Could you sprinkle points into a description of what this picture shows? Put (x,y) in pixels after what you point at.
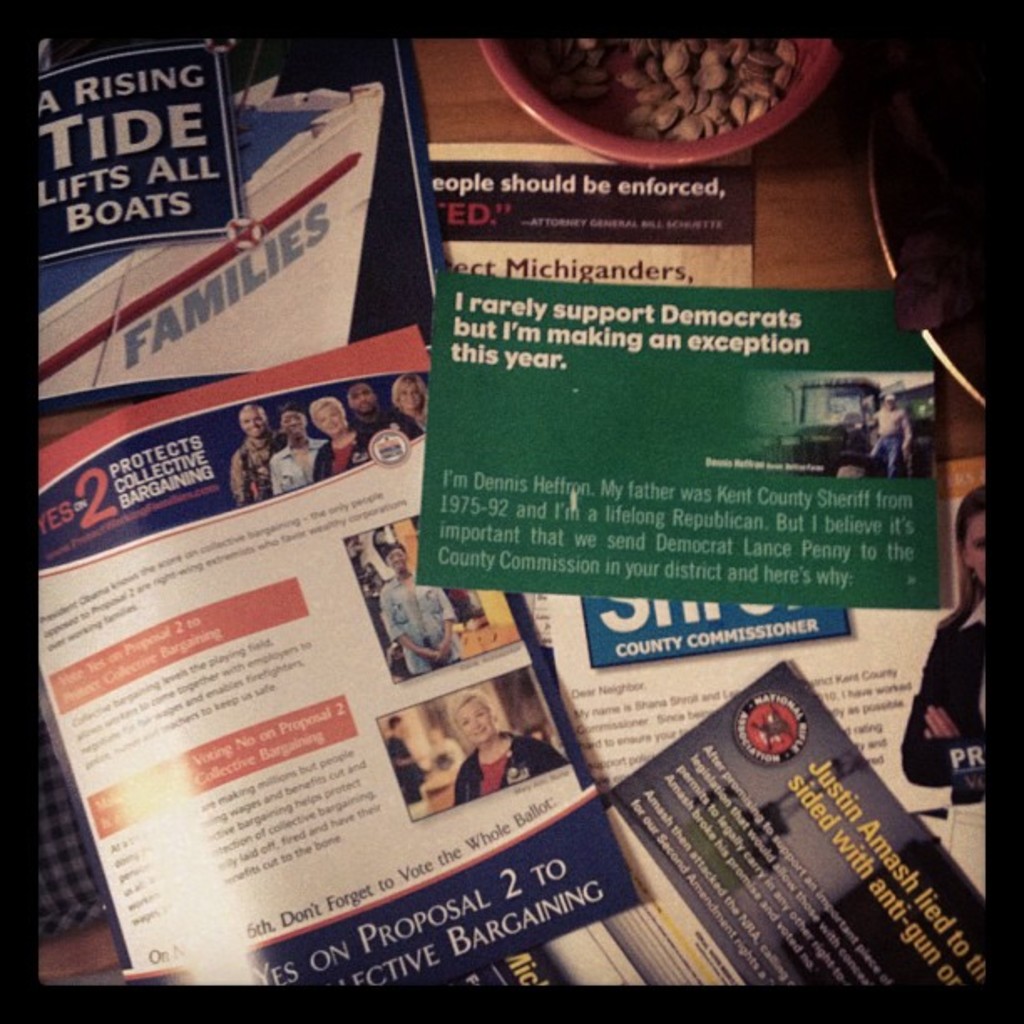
In the image there are few papers (640,582) with some information (572,563) and beside the papers (624,200) there are some nuts (704,86).
